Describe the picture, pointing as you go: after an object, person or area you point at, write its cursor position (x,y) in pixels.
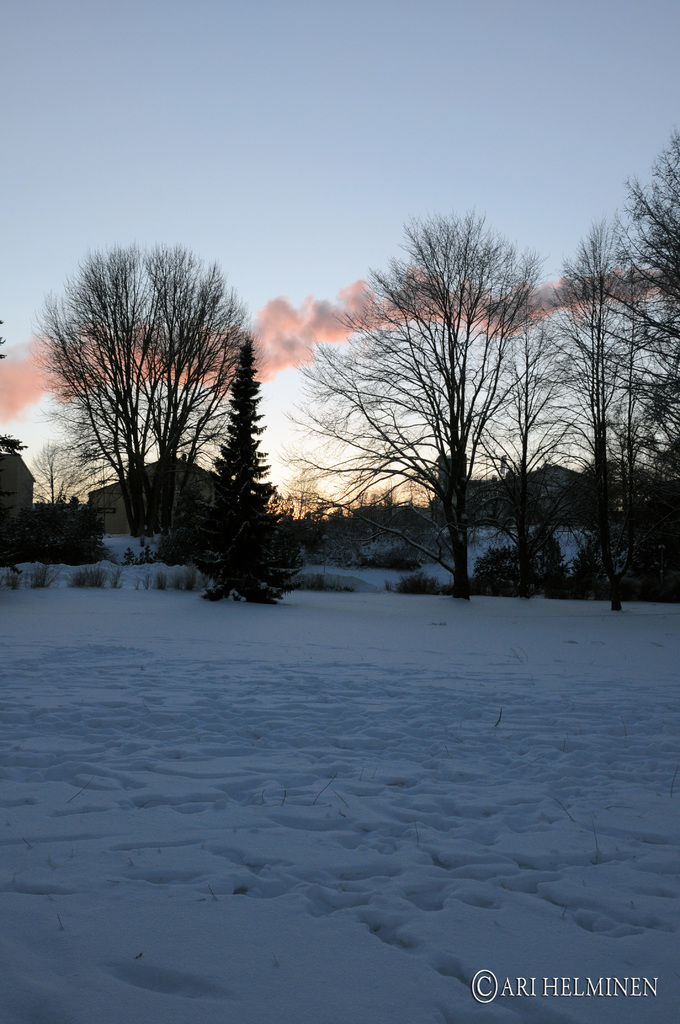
In this image, we can see trees (475,416) and sheds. At the bottom (291,822), there is snow (319,844) and at the top (265,125), there is sky (382,145).
